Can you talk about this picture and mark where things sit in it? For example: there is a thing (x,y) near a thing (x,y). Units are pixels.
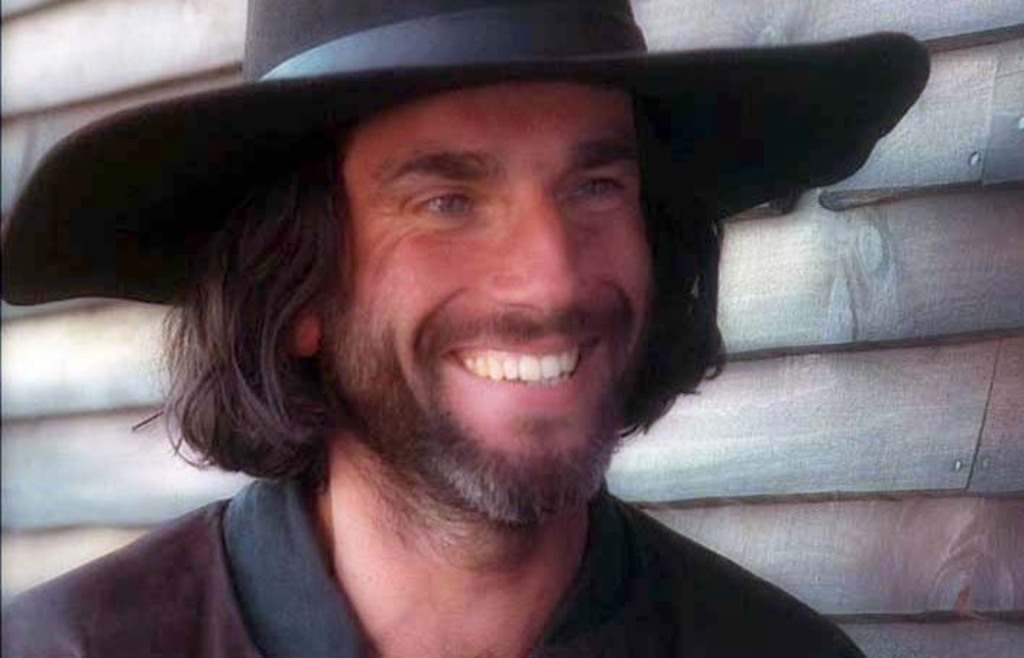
In this picture we can see a person (75,597) wearing a hat (38,215) and smiling. There is a wooden background (119,345).
